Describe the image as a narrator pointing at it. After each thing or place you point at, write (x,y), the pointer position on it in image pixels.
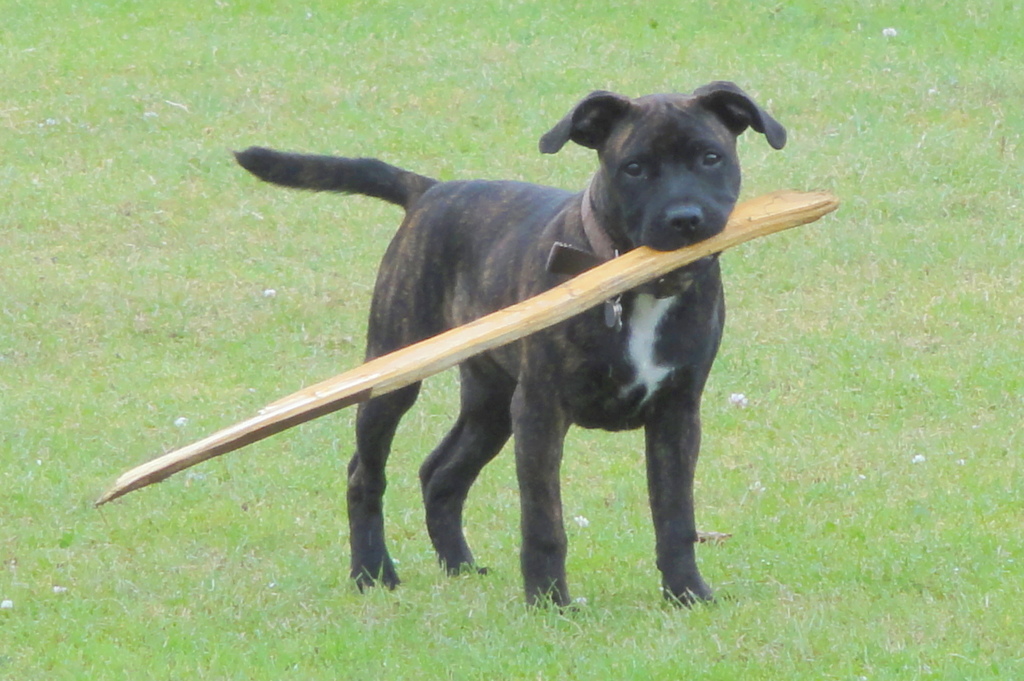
In this picture we can see a black color dog (692,166) holding a wooden stick (821,206) with its mouth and in the background (266,399) we can see grass (426,76).
